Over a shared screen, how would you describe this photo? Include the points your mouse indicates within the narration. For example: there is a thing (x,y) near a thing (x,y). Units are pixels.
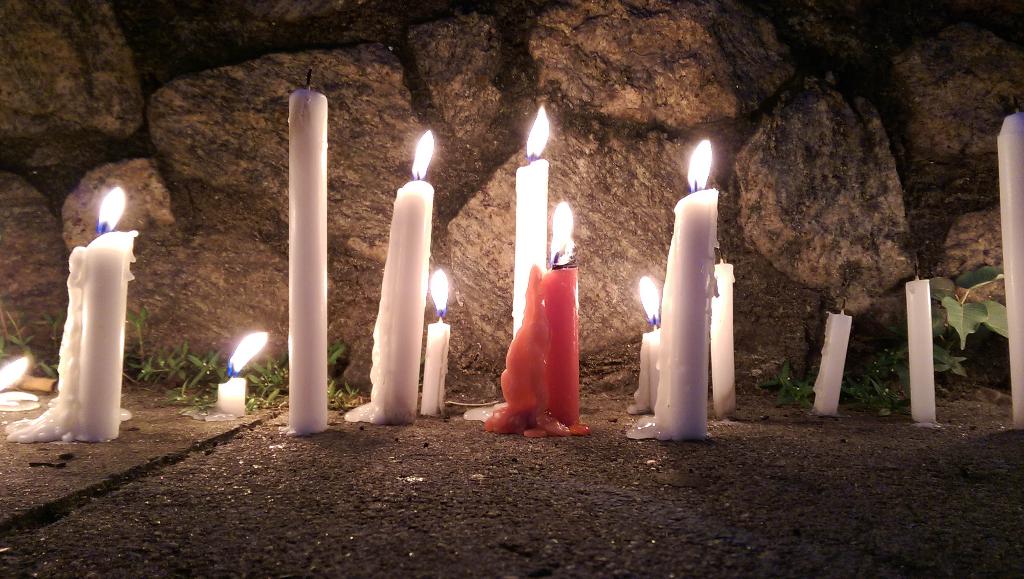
In the center of the image (417,329) we can see candles (579,317). At the bottom (588,529) there is a road (488,522). In the background (180,322) there is a rock wall (577,178) and we can see grass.
